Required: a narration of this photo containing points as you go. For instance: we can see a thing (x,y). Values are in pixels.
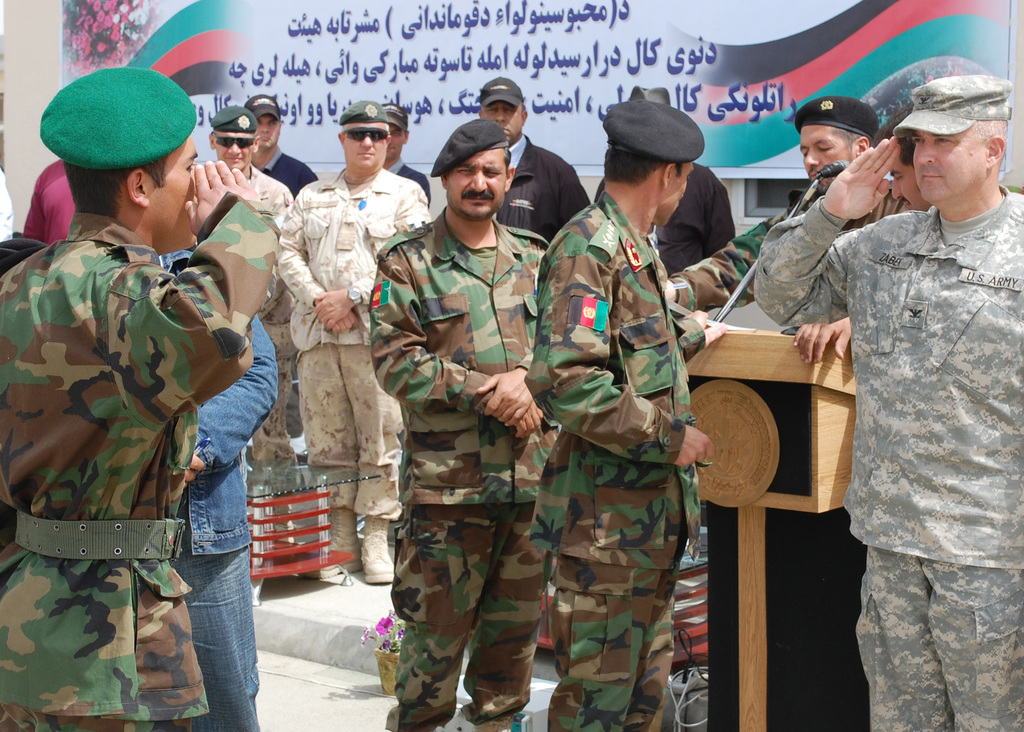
In this picture we can see group of persons (32,371) who are wearing army uniform (605,469). On the right (839,179) there is a man (809,178) who is standing near to the speech desk (777,457) and mic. On the background (407,98) we can see a banner (322,80). On the bottom (391,672) there is a plant (387,645) in a pot (385,659). Here we can see glass table (294,520). There is a man (350,302) who is wearing cap (372,114), goggles (353,143), shirt (341,218), trouser (357,405) and shoe (347,543).
